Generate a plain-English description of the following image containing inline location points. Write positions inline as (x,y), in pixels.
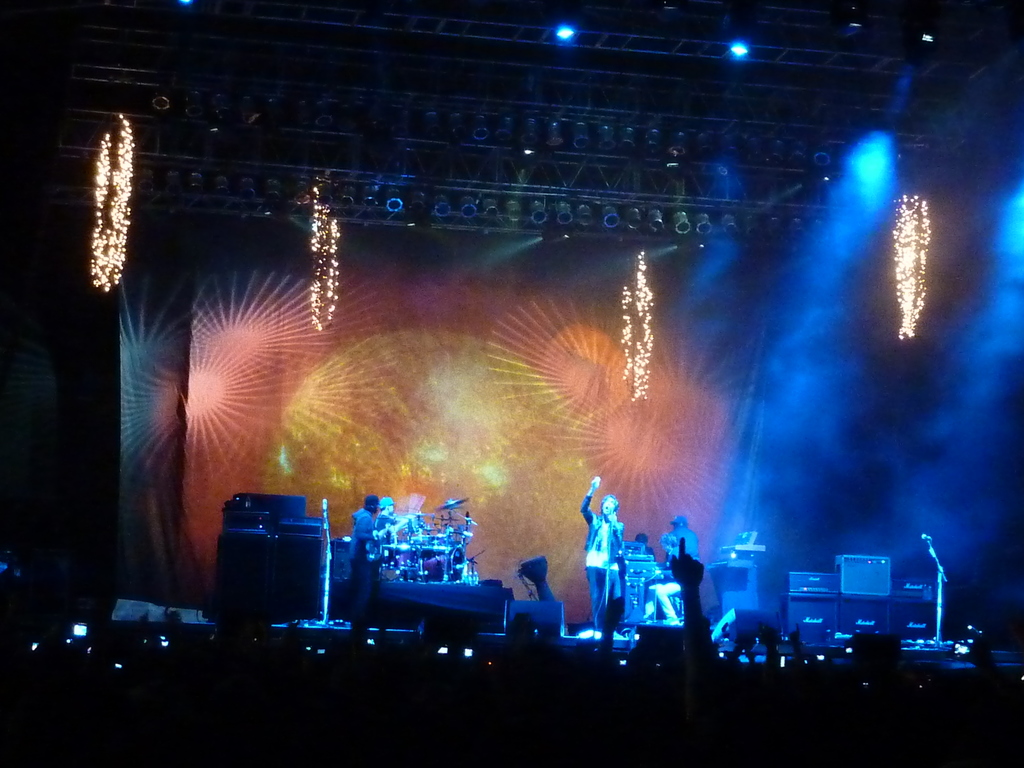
In this picture we can see a group of people (123,677) and some people (683,537) are on stage (600,636) and on this stage (404,617) we can see musical instruments (453,518), speakers (280,510), mics (327,510) and some objects (294,510) and in the background (655,457) we can see a cloth (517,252), lights (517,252) and it is dark.
